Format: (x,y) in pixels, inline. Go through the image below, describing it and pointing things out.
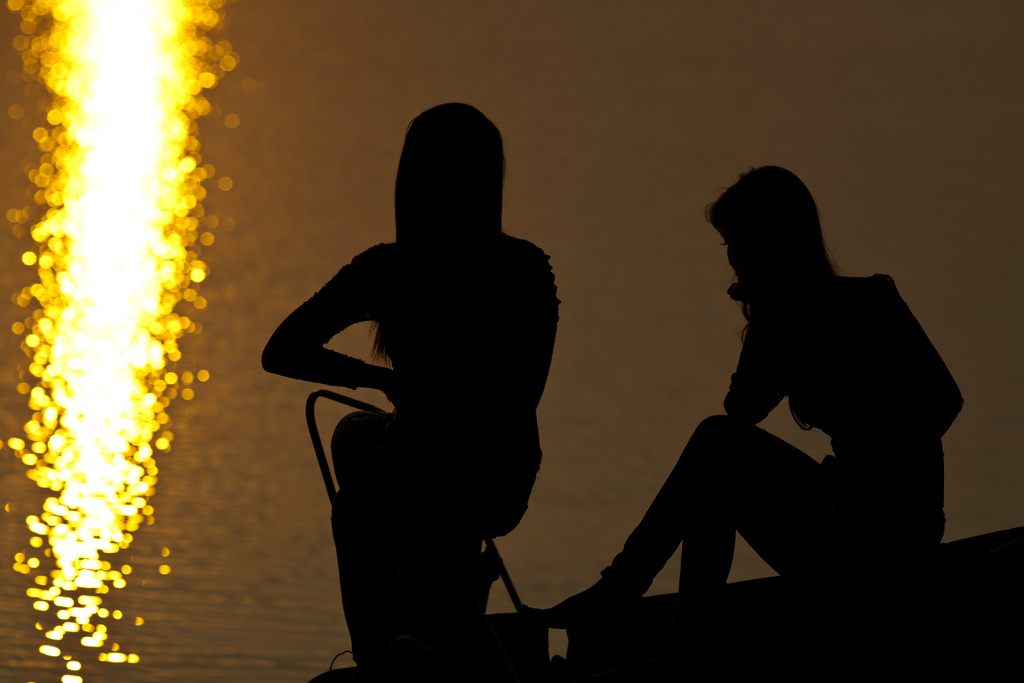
In the center of the image (459,368) we can see two persons (875,483) are sitting on a boat (775,616). In the background of the image (301,161) we can see the water (708,250). On the left side of the image (159,303) we can see the light rays (132,373).
